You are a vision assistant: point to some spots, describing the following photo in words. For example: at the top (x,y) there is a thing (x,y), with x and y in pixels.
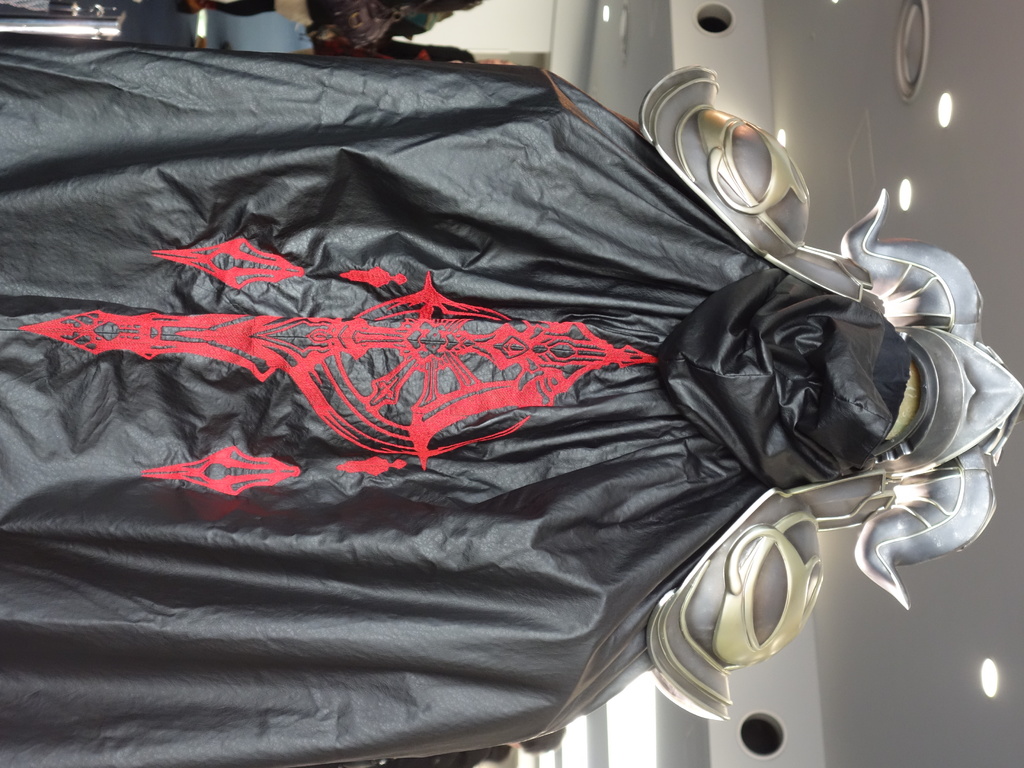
It is a tilted image, there is black sheet (742,382) covered to the sculpture (881,480) and there is a red symbol (470,350) on the sheet (646,493). Behind that there is a white wall (582,78) and there are white color lights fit to the roof (919,148).
